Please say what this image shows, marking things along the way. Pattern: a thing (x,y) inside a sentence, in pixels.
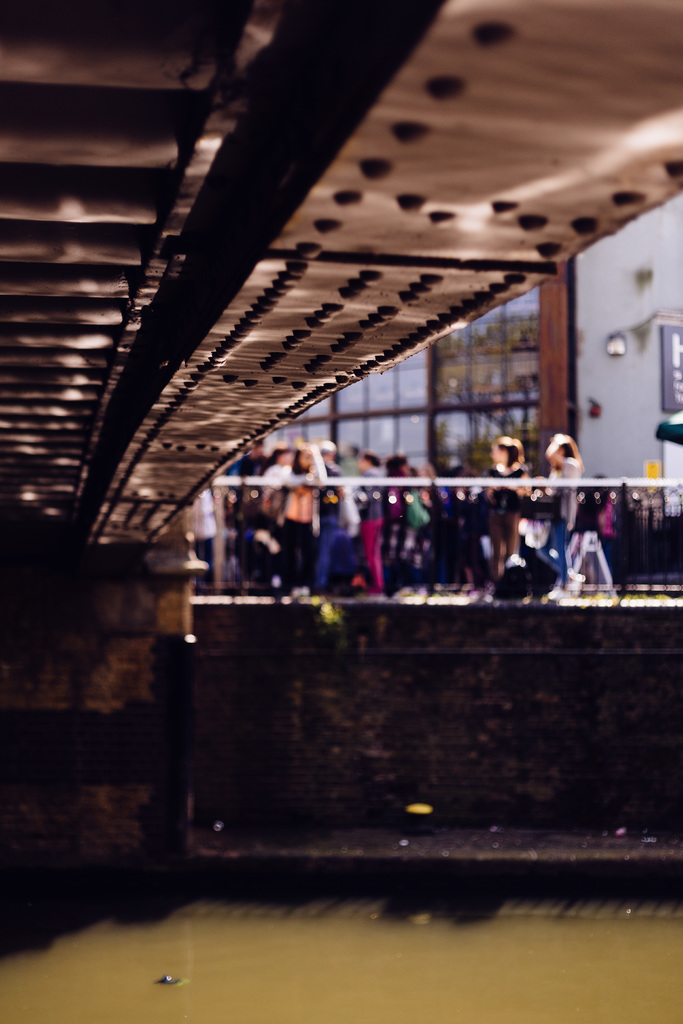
At the bottom (486,1009) we can see water (351,1009) and on the right (513,496) there are few persons (403,504) standing and walking on the road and on the left (126,315) there is a bridge (114,340). In the background (557,405) there is a building (547,398), glass doors (493,428), hoarding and other objects (646,493).
